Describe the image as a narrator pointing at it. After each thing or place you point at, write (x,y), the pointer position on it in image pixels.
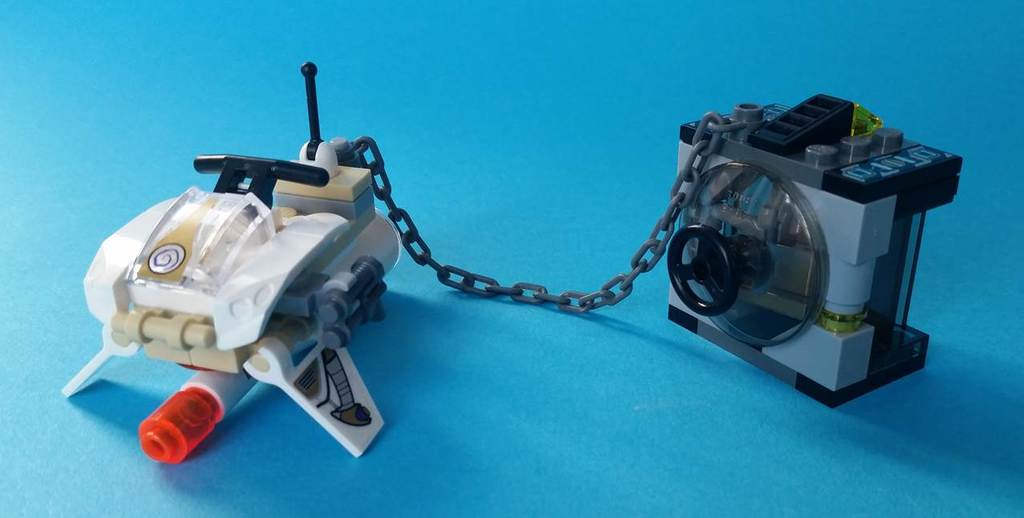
In this image I see 2 toys (332,223) which are of white, cream, red, grey and black in color and they're on the blue color surface (450,32).
